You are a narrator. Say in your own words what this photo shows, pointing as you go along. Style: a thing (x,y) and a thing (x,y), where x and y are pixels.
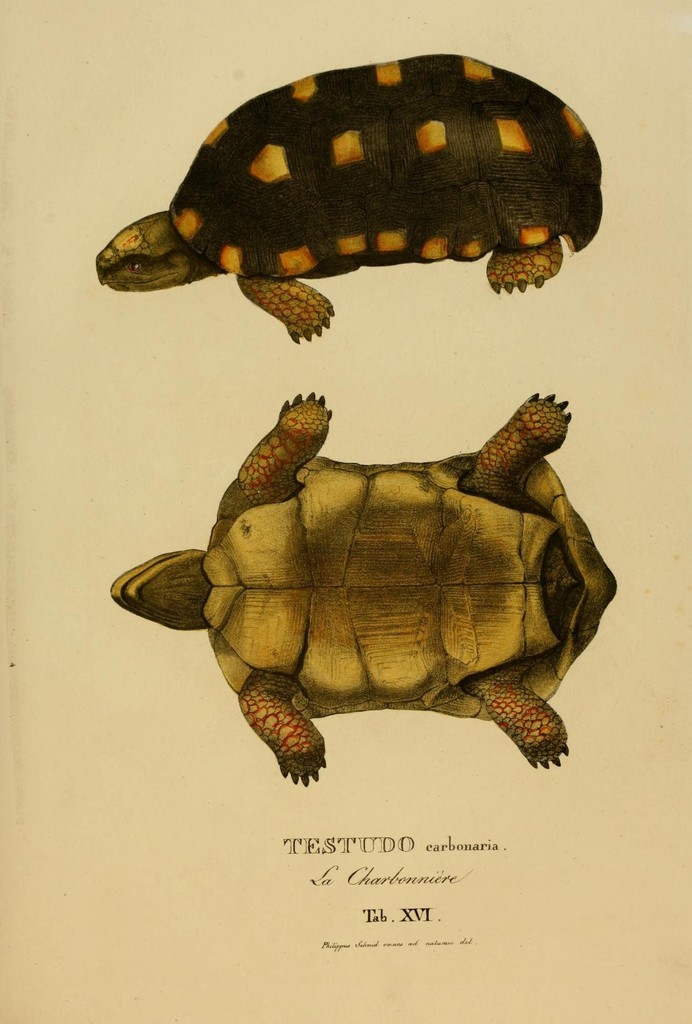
In this image, we can see a paper (400,464) with two tortoise diagrams (572,524) on it. Among two tortoises (504,647), one tortoise (455,465) is upside down and there is also some text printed at the bottom of the paper (493,947).
